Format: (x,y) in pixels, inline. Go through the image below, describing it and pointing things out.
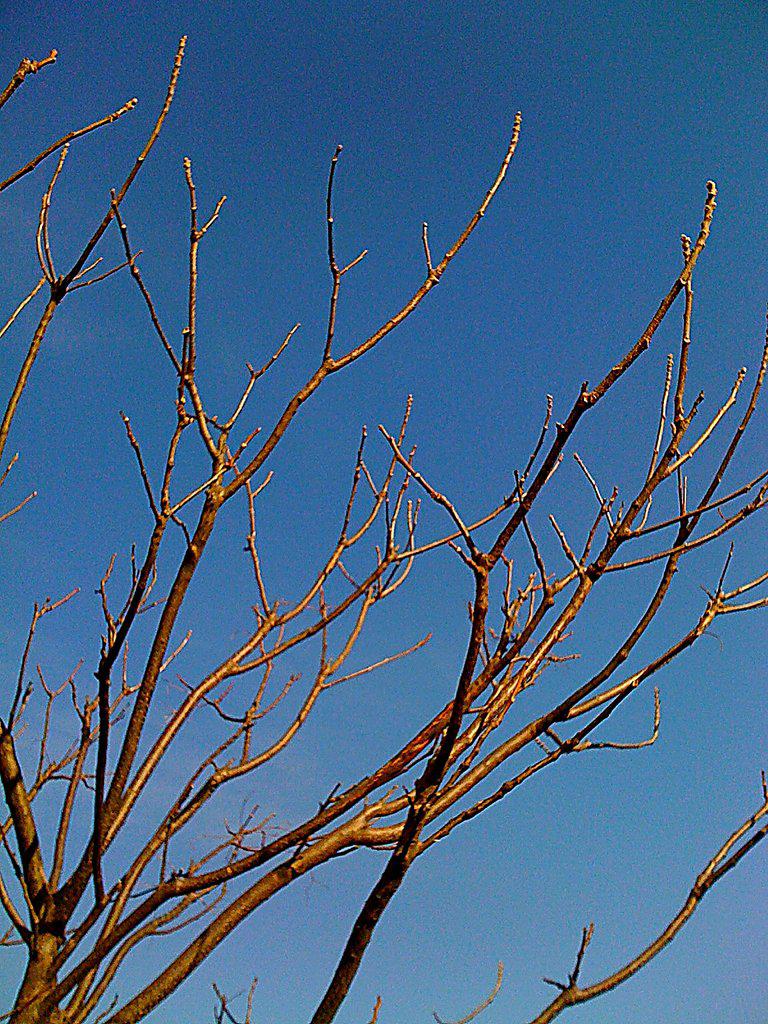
In this image we can see some branches (105,696) of the dried tree (137,908) and in the background (416,248) we can see the sky (458,259).
